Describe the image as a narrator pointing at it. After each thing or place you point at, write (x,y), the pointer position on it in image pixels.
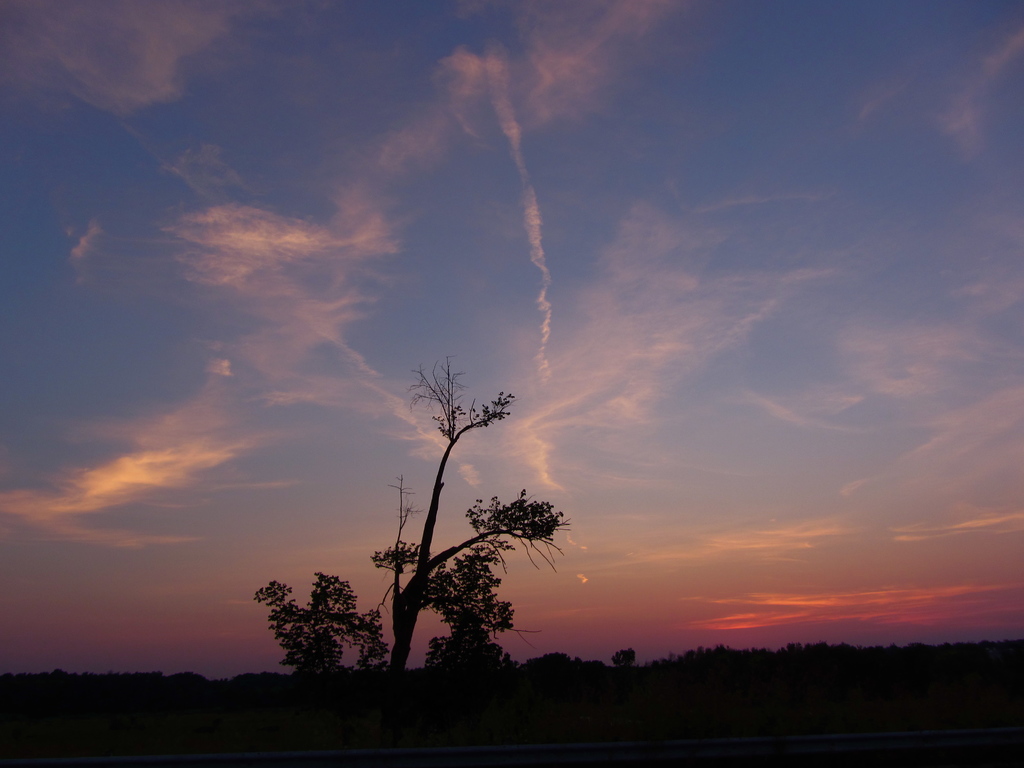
In this image there are trees (481,695). In the background of the image (557,388) there are clouds (275,404) in the sky (502,293).
